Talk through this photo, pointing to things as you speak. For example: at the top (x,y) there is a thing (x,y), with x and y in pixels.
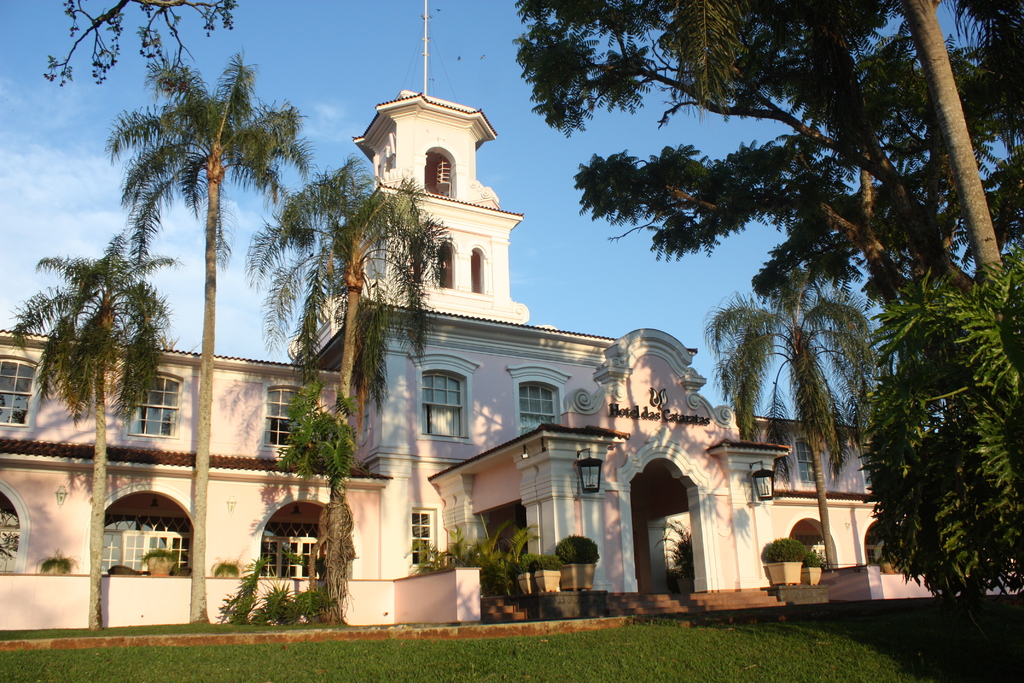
On the right side of the image (884,439) we can see trees (847,141). On the left side of the image (299,434) we can see trees (312,429) and plants (275,615). In the center of the image (552,418) there is building (570,479). At the bottom (47,663) there is grass (671,679).
